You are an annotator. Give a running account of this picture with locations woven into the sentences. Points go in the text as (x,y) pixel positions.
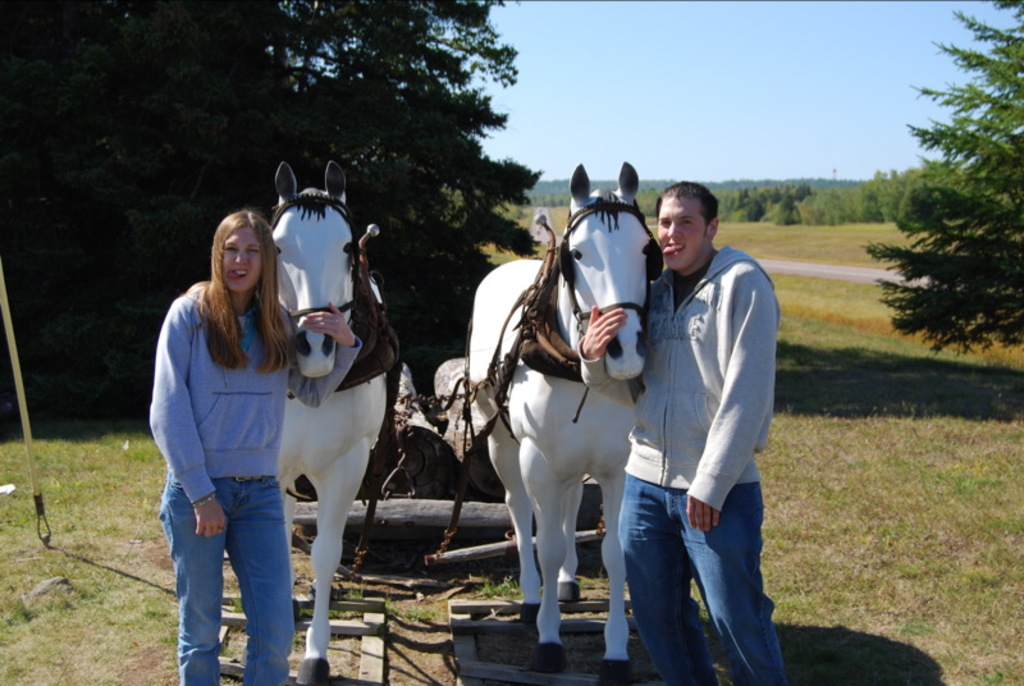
In this image there is a woman (198,680) standing beside the horse (344,446), another man (624,402) standing beside the horse (635,359) and in back ground (453,354) there are wooden trunks (453,370) which are dragged by the horse (354,462), tree (426,385), grass (820,310), sky (769,61).
